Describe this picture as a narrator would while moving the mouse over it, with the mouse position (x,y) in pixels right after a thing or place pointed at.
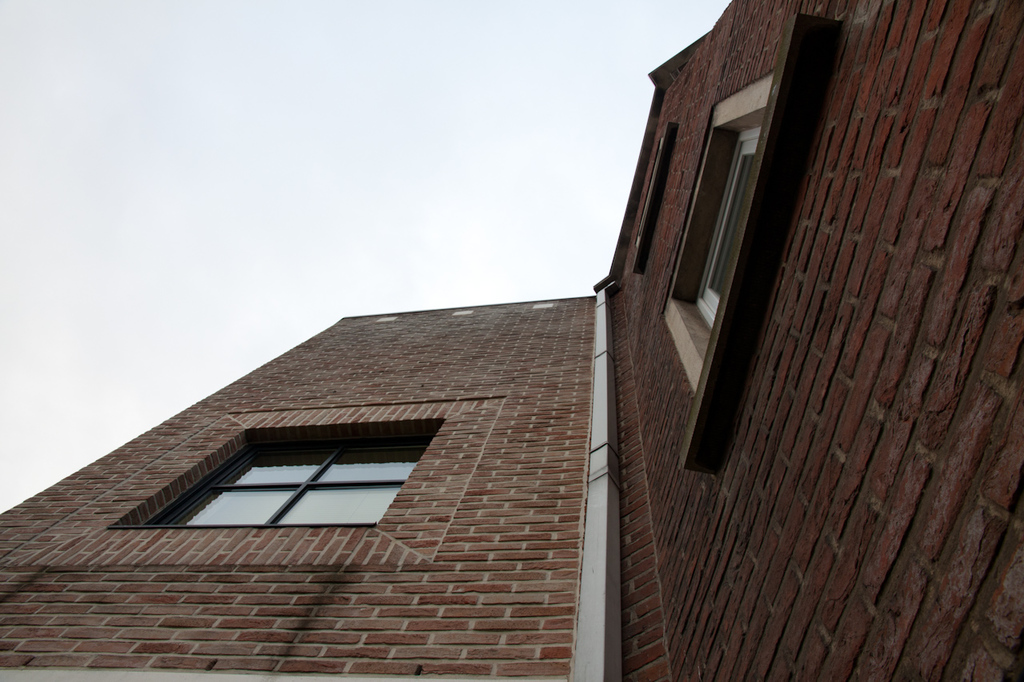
In this image in the center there is a building (513,546) and there are windows (292,500) on the building (664,307) and the sky (303,238) is cloudy.
